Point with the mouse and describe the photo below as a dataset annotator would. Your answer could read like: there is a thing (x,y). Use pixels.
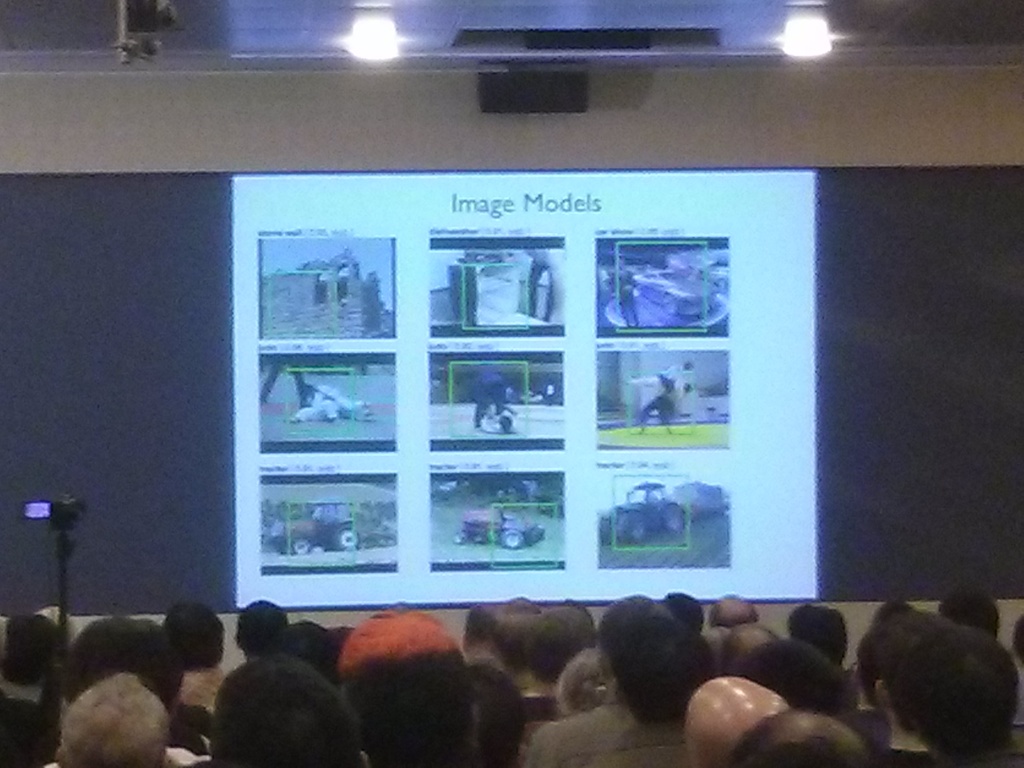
In the picture we can see some people (724,723) are sitting and in front of them we can see the screen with some images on it and beside it we can see a camera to the stand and to the ceiling (361,6) we can see lights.
